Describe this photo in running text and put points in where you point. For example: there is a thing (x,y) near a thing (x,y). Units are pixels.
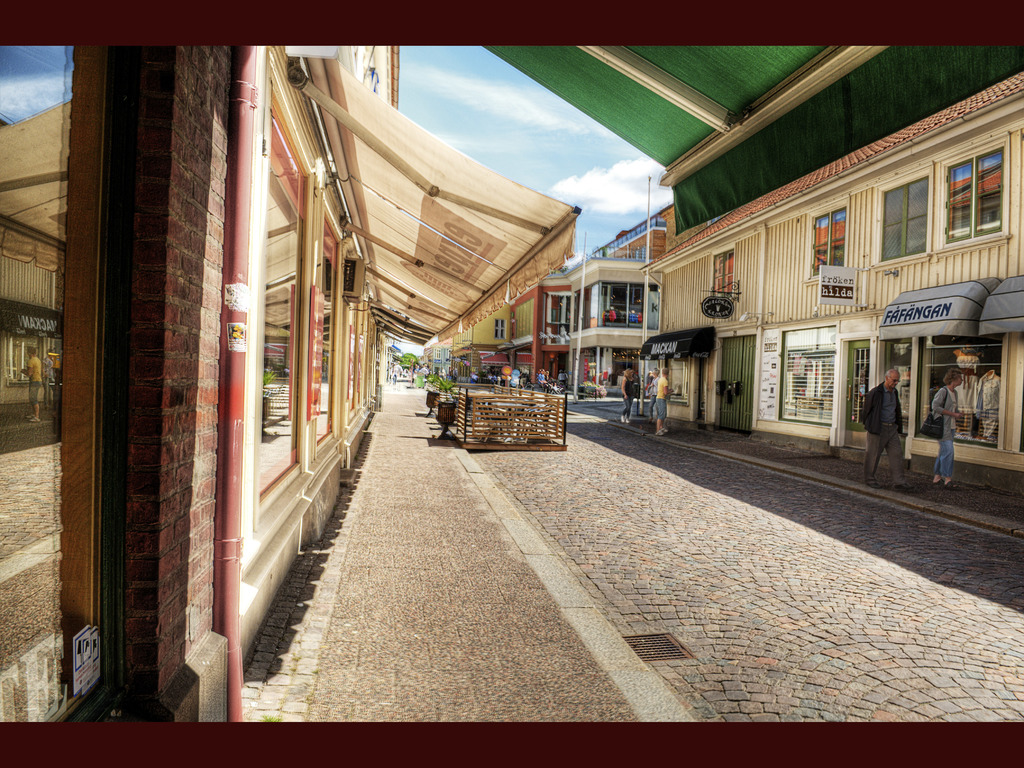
In this picture there are stalls (969,308) on the right (784,383) and left side of the image (200,237), it seems to be the road side view, and there are people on the right (942,396) and left side of the image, there are buildings (475,360) in the center of the image (608,279).
